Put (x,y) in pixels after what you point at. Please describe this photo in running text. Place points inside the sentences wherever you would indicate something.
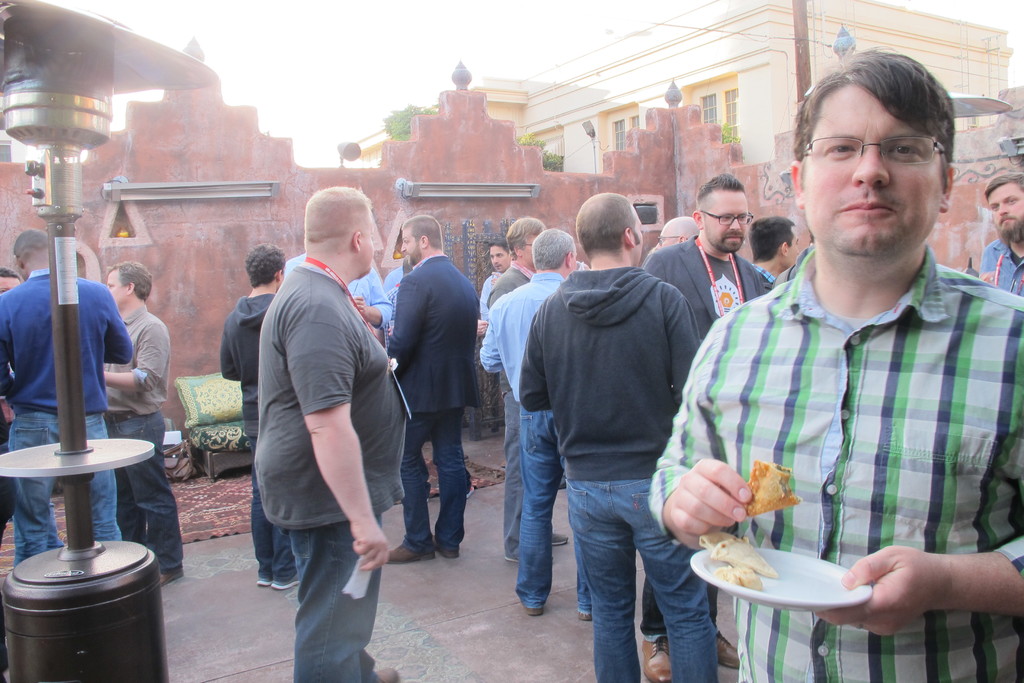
In this picture I can see some people (515,366) are standing inside the wall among them one person (807,490) is holding plate (782,586) and eating food item (773,501), around I can see some objects (144,448) are placed, background (617,105) there are some buildings (590,116), trees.
